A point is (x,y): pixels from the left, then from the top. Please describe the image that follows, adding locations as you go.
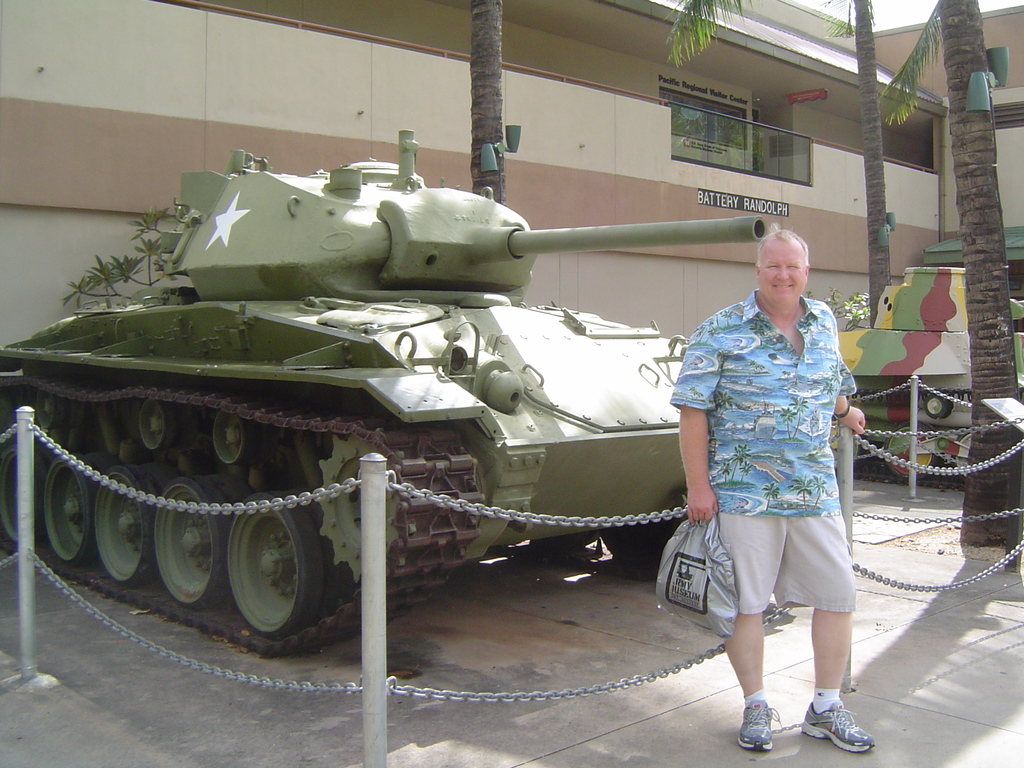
In this picture, we can see a person (742,409) holding his bag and we can see some military tankers (475,365), fencing (845,501), trees (868,78), buildings (771,131), lights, plants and the sky (923,10) and we can see the ground (23,766).
